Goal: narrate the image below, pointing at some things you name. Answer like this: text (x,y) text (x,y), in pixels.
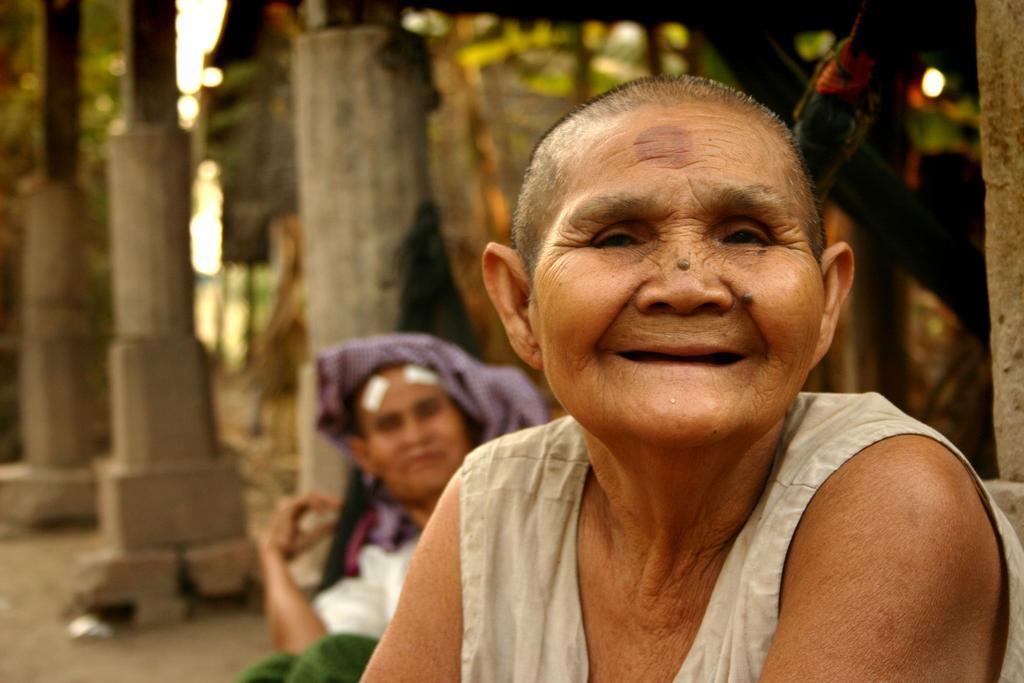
In this picture, couple of old woman (519,387) seated and we see a woman (391,398) wore a cloth (356,366) on her head (390,386) and few pillars (419,108) and looks like a house (505,109) on the back (287,103).
